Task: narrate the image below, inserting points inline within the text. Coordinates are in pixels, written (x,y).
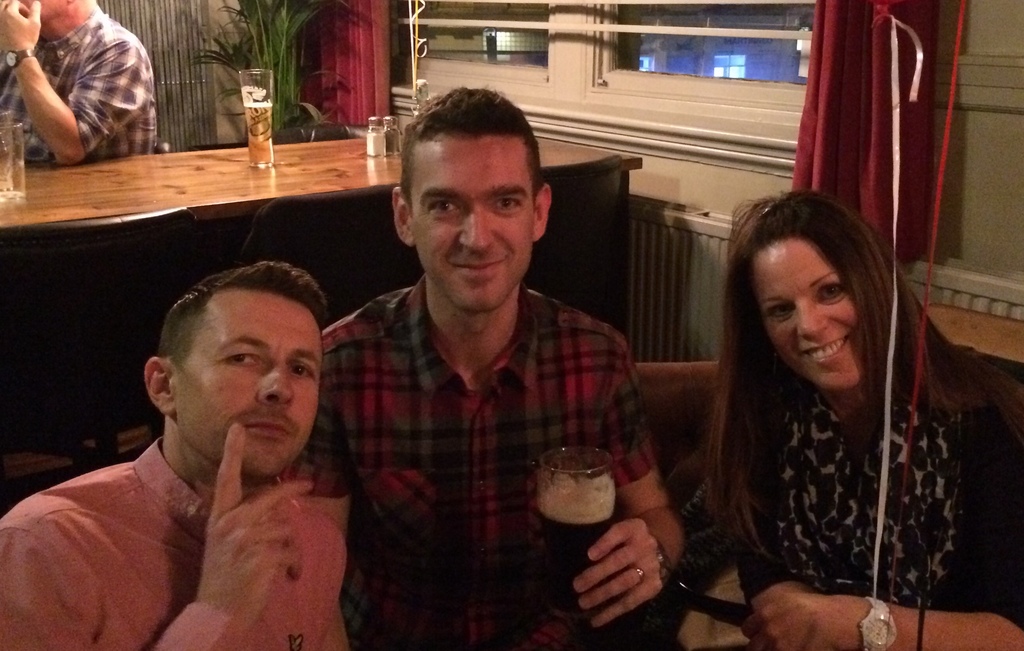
This picture is of inside the room (948,219). On the right (837,334) there is a woman (868,371) smiling and sitting on the couch (692,396). In the center (479,247) there is a man (461,397) wearing red color shirt (576,417), holding a glass of drink (576,498), smiling and sitting on the couch (655,396). On the left (168,509) there is a man (176,538) sitting on the couch (674,396). In the background (157,183) there is a table (173,190) on the top of which a glass of drink (271,124) and bottles (369,135) are placed. There is a man (90,88) seems to be sitting on the chair (167,144) and we can see the windows (773,42), curtains (885,49) and a houseplant (260,32).
